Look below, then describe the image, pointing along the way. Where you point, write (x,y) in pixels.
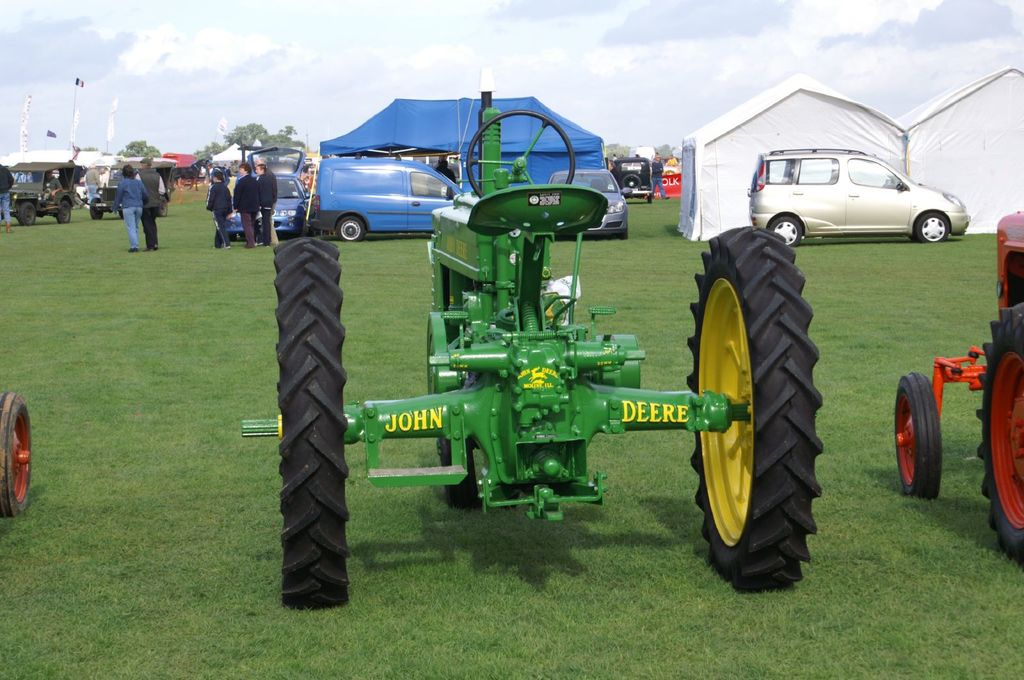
In the image we can see there are many vehicles (521,202) of different colors. This is a grass (170,268), tent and a cloudy sky (280,50). We can see there are even people (137,213) walking and some of them are standing, they are wearing clothes (223,224).
